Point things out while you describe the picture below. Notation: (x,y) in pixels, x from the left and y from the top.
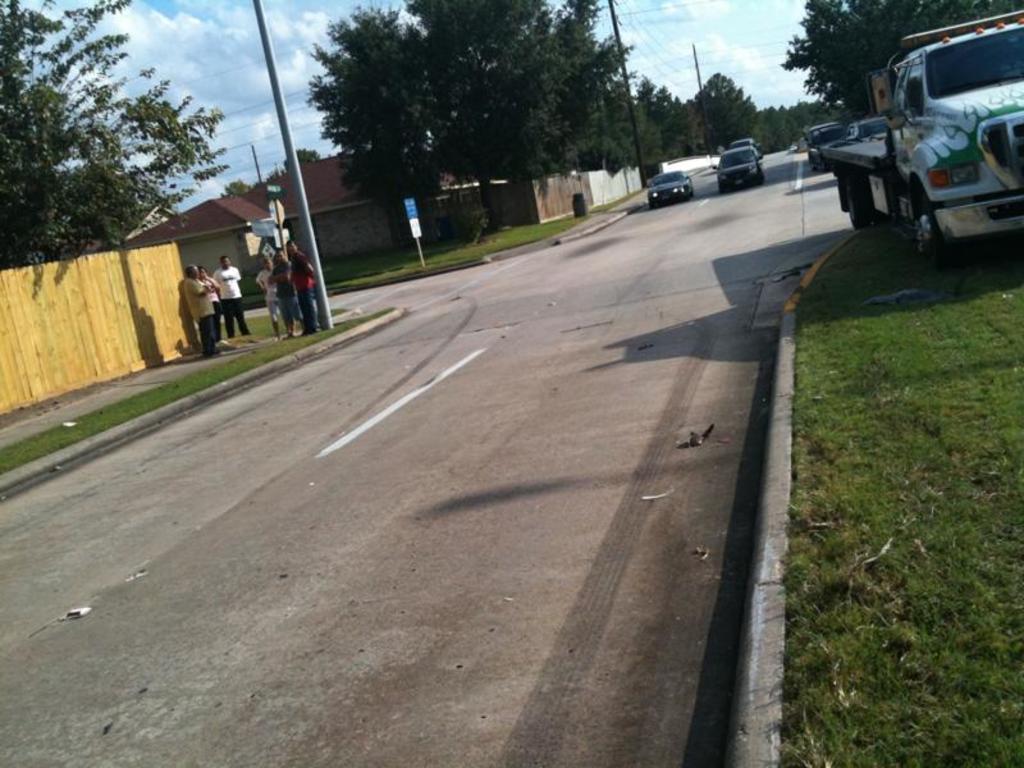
In this image we can see some vehicles (655,186) on the road (697,199), on the left side of the image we can see there are a group of people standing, behind them there are houses (239,208), trees (189,123), poles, sign boards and there are clouds (643,6) in the sky (282,149).
